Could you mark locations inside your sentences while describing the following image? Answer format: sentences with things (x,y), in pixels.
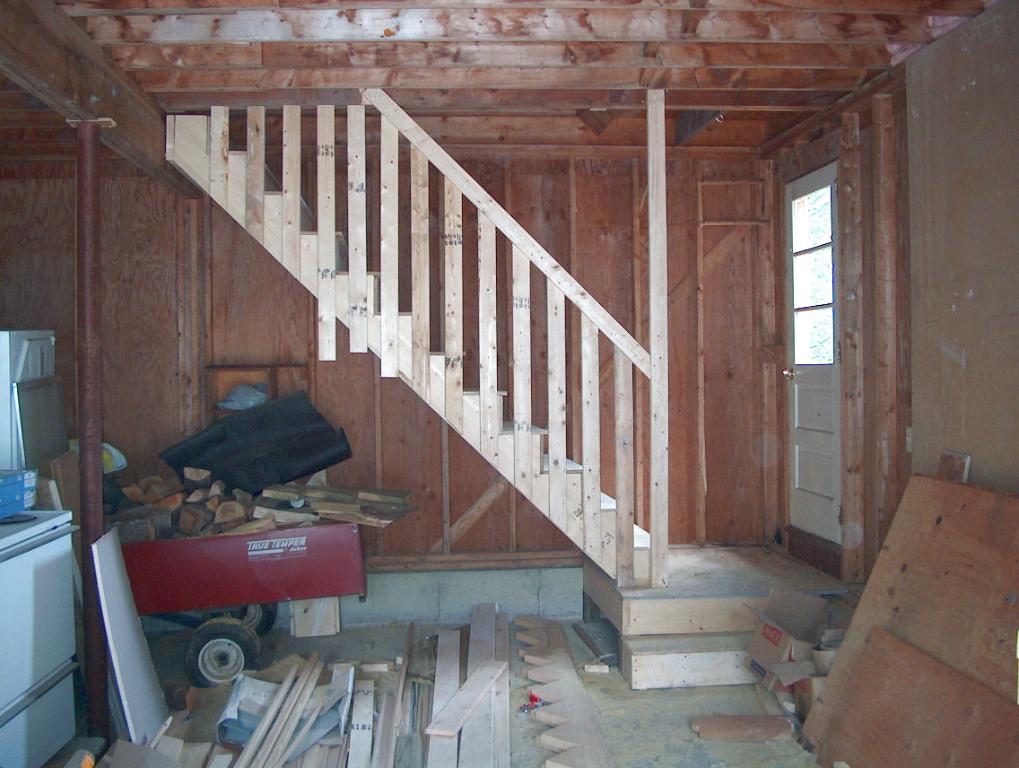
In this image I can see there are wooden stairs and there is a door (809,474) at right (810,466). There are few wooden pieces (243,495) placed on a trolley (277,591) and there are few wooden planks (473,679) and they are cut into a design.
